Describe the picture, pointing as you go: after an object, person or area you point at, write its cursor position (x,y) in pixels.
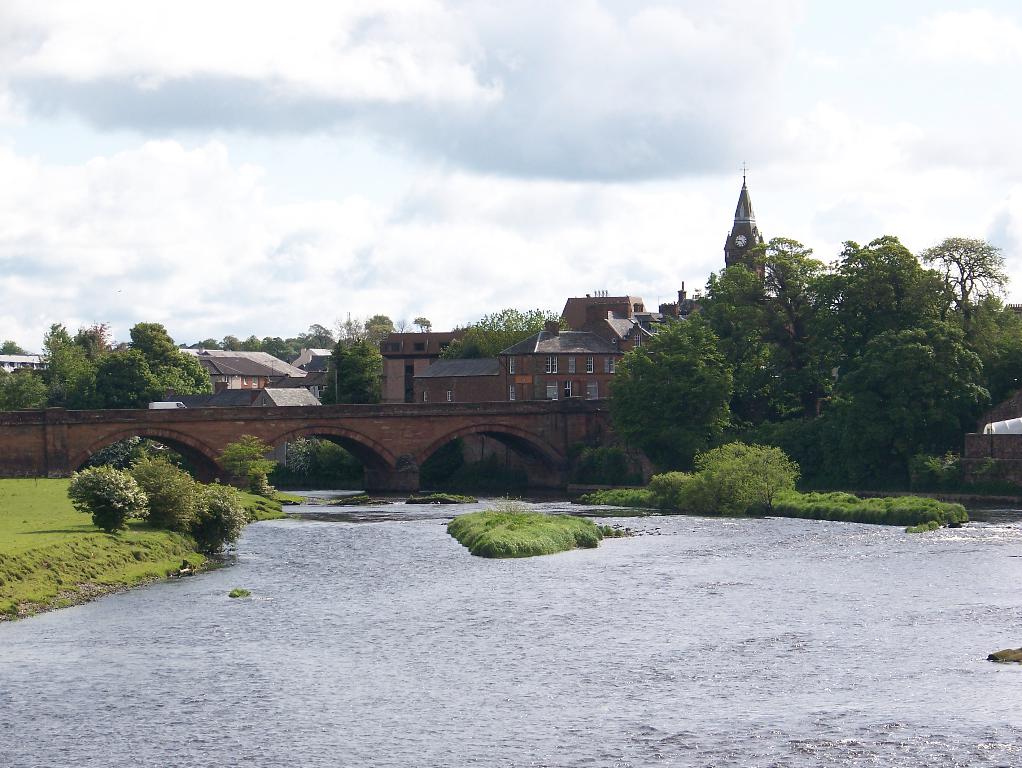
In this image I can see the water (575,649), some grass (37,500) on the ground (55,494), few trees (145,482) which are green in color and a bridge (232,426) which is brown in color. I can see few buildings (402,365), few trees (168,368) and the sky (358,132) in the background (661,89).
